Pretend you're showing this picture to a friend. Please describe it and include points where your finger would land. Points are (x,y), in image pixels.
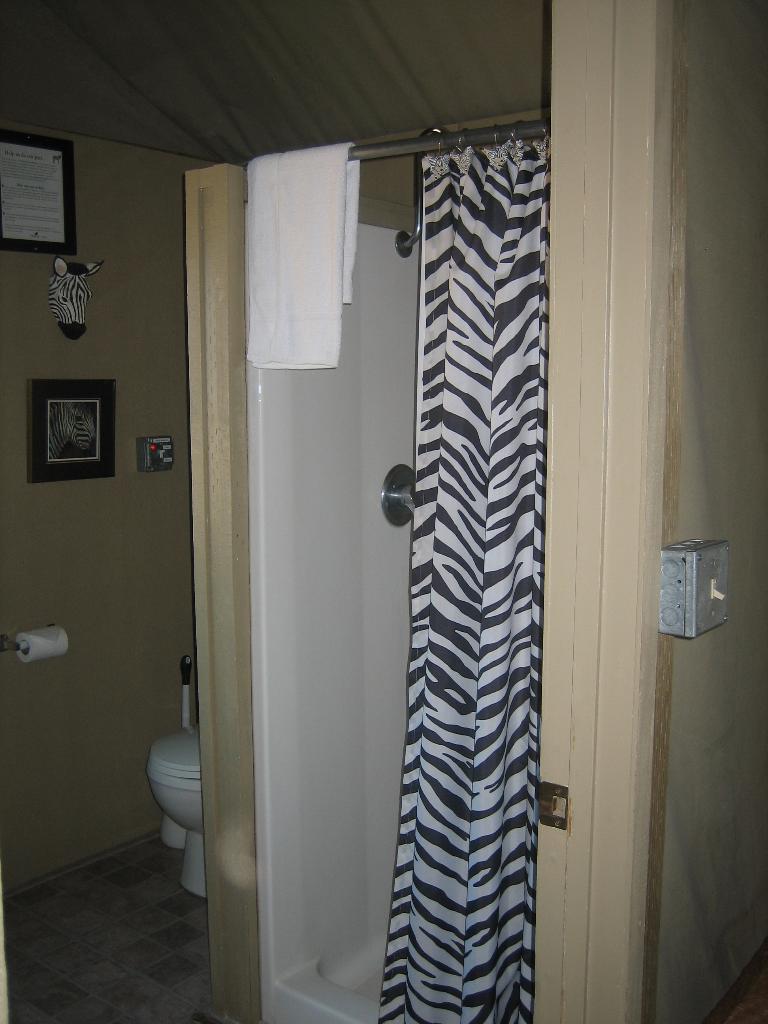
In the image it looks like a washroom (35,263) there is a towel (331,219), curtain (484,457), toilet seat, toilet paper (65,640), photo frames (84,454) and few other objects (323,1004) in the image.
